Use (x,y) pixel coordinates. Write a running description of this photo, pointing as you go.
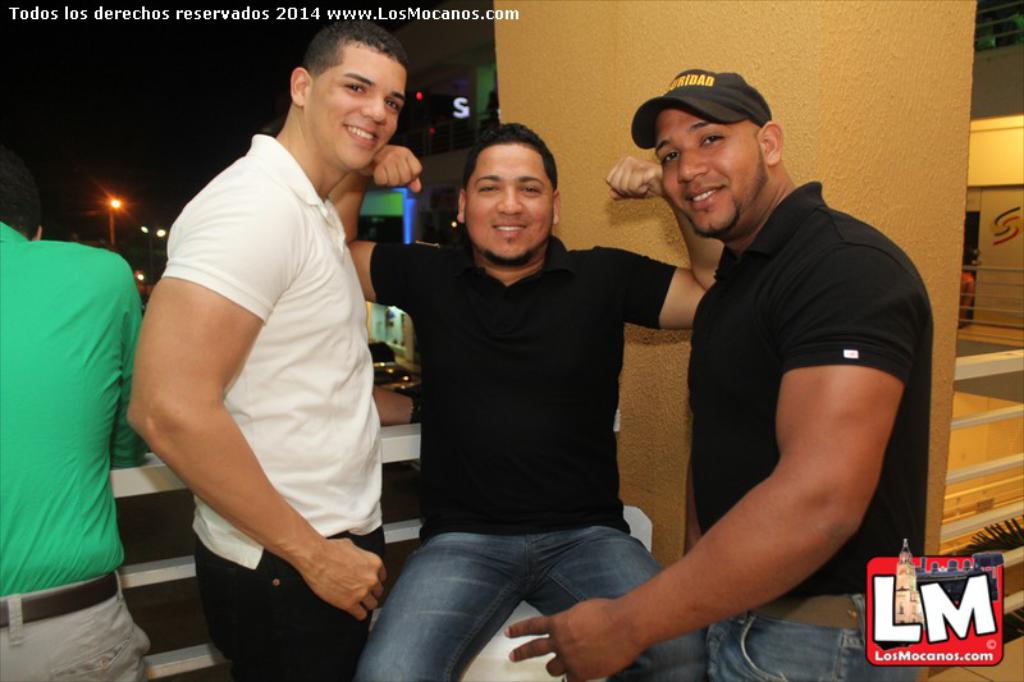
In the image we can see there are three men (745,370) standing and one is sitting, they are wearing clothes (282,474) and three of them are smiling. The right side man (865,419) is wearing a cap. Here we can see the fence (1009,466) and the light pole (113,217). On the bottom right (879,597) and top left (143,9), we can see the watermark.
